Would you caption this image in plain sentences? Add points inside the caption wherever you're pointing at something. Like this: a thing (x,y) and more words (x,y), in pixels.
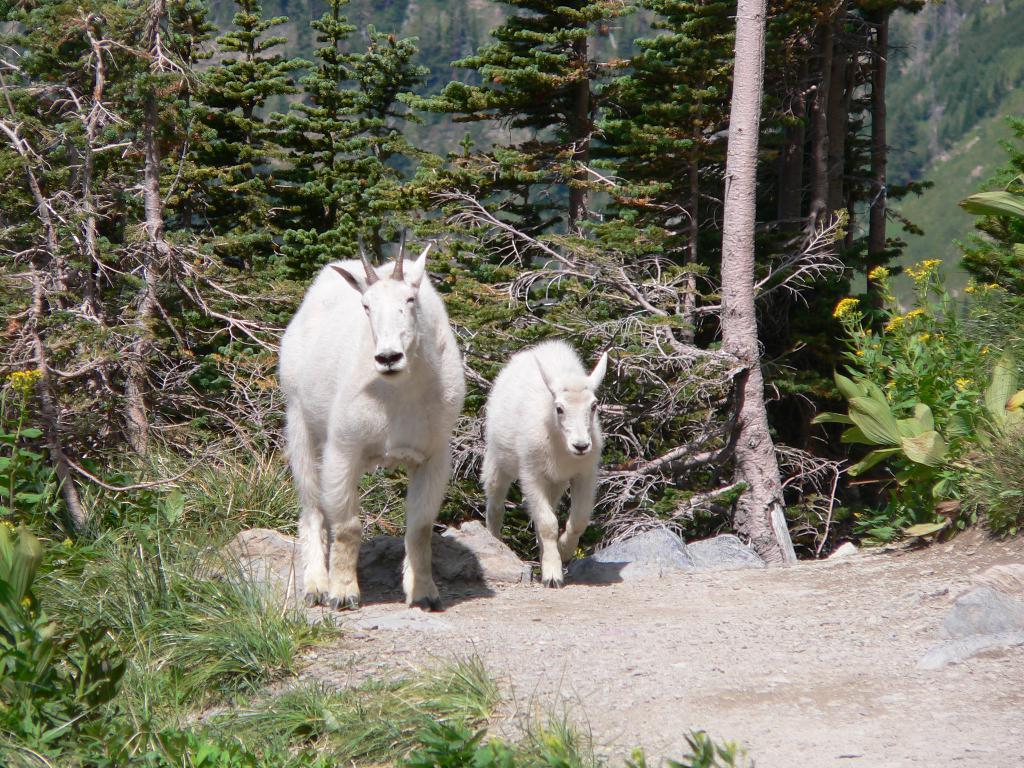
In this image, we can see two goats (407,452) are on the ground (552,668). At the bottom (460,670), we can see, grass (132,733), a few plants (118,646). Background (983,407) there are so many trees (126,379), plants (916,353) with flowers (924,311).
